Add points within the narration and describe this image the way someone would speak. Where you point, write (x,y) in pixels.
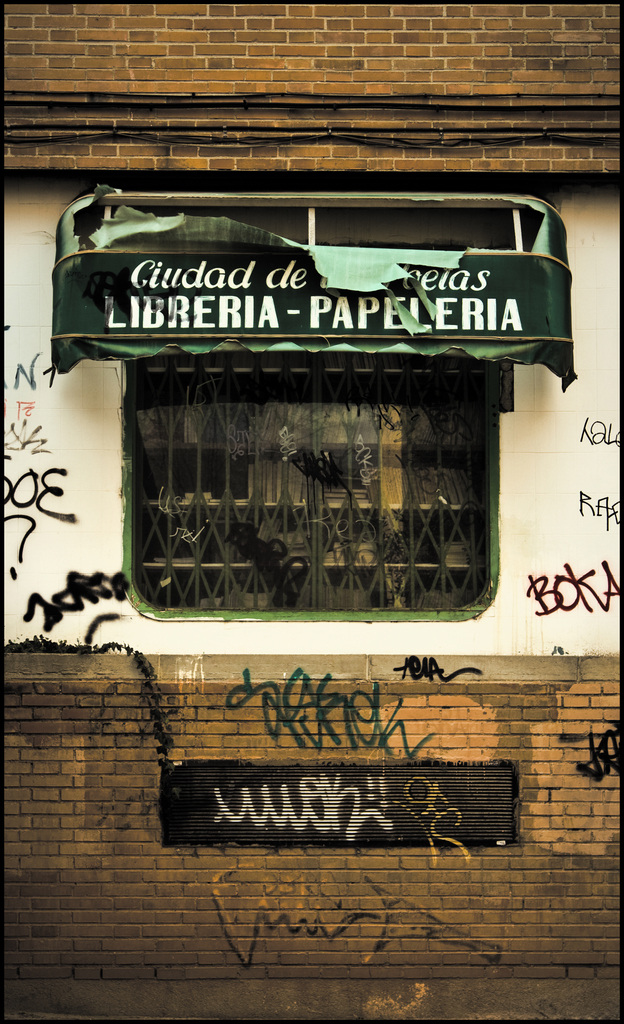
In the foreground of the picture (551,536) there is a building's wall (23,153). In the center of the picture (305,503) it is window (253,420). At the bottom (227,752) it is a brick wall (276,727), on the wall (297,736) there is text (305,929). In the center of the picture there is an awning (201,249). At the top (170,62) it is brick wall (273,136).
